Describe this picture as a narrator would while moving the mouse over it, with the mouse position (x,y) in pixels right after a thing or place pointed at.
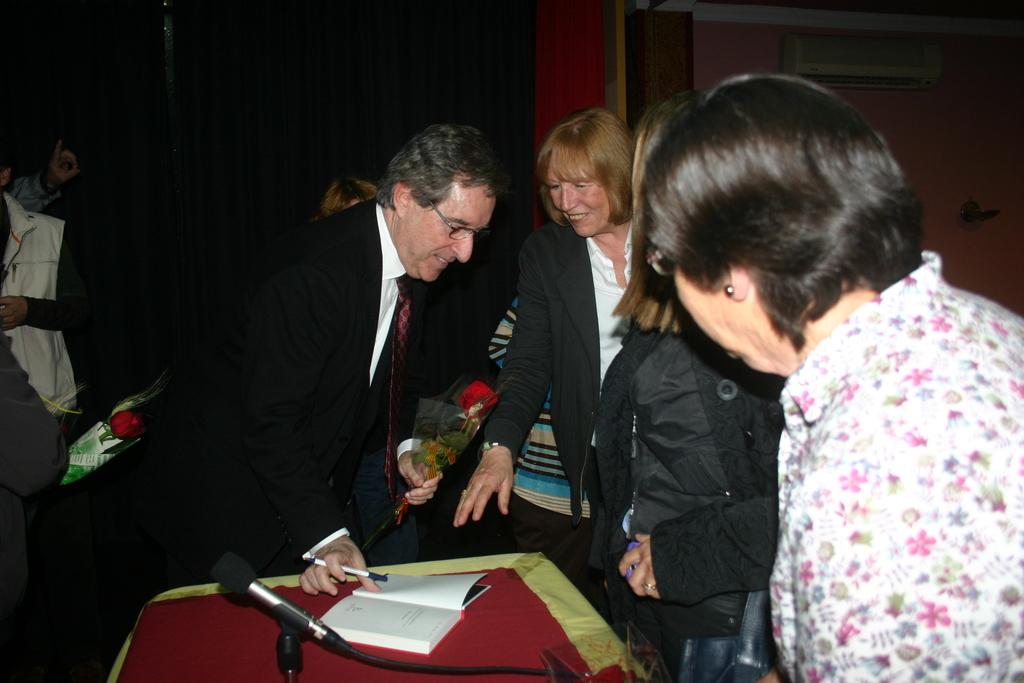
As we can see in the image there are few people (718,301) here and there, a mic (321,635) and a table (507,609). On table (511,605) there is a book (428,622).
